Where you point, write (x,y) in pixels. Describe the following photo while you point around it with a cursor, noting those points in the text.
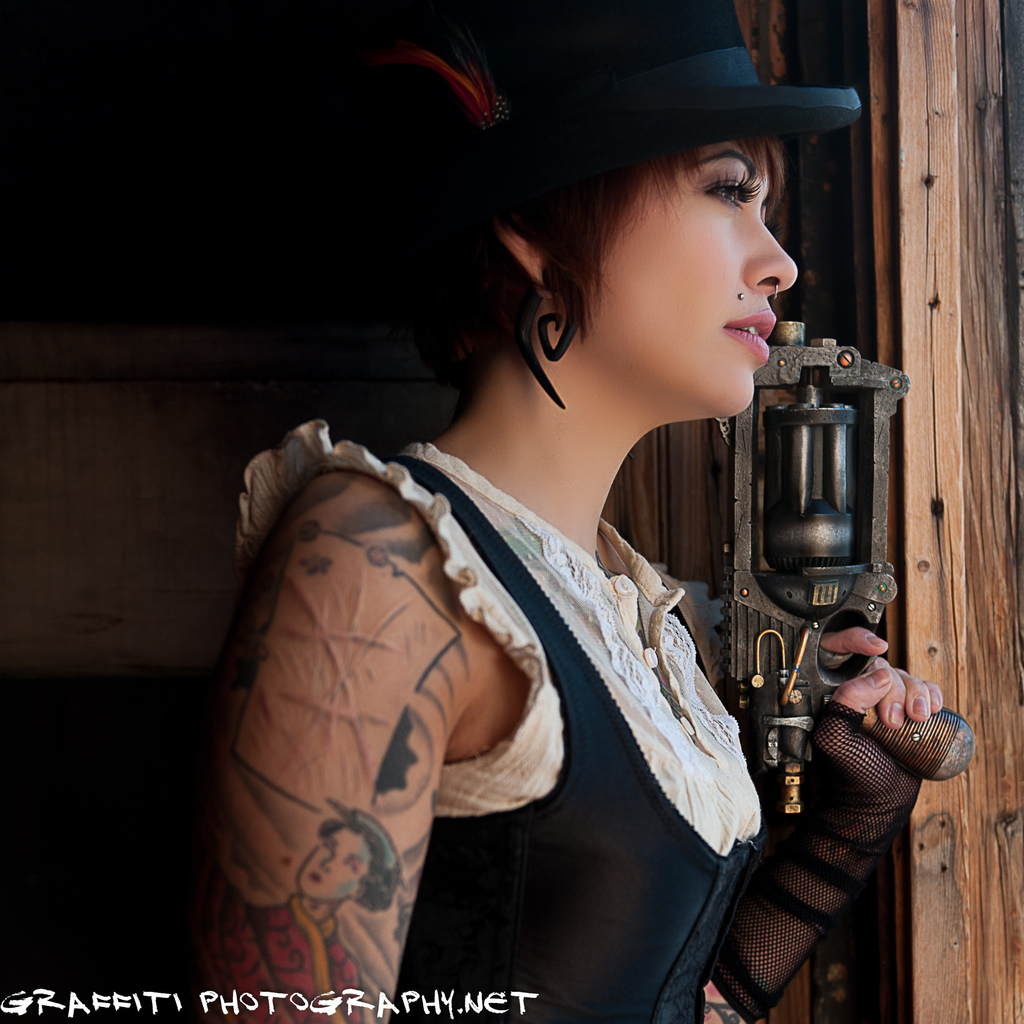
In the picture I can see a woman (490,551) is standing. The woman (560,566) is wearing a black color hat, clothes (532,756) and some other objects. In the background (703,569) I can see wooden wall (802,590) and on the bottom left corner of the image (220,1006) I can see a watermark (213,1008).
